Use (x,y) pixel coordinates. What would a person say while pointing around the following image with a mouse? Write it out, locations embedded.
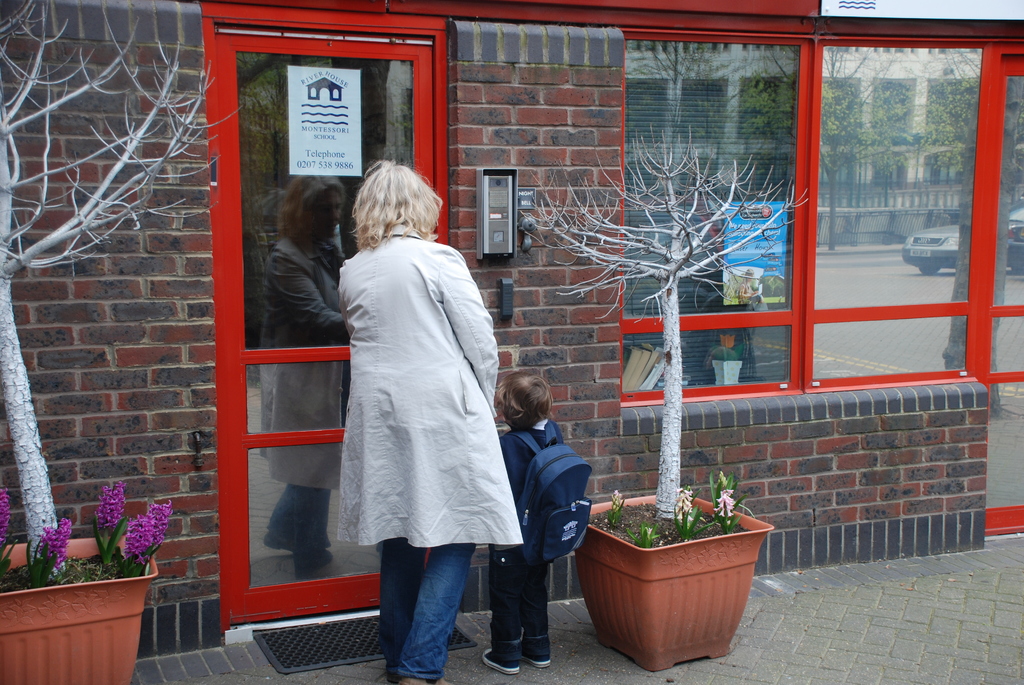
In this image I see a person (434,333) and a child (498,653) and I can also see that the child (540,595) is carrying a bag (534,475) which is of blue in color. In the background (310,368) I see a building (984,515) in which the door (227,544) is of red in color, outside the building (777,514) there are 2 plants (20,428) on the either sides.
